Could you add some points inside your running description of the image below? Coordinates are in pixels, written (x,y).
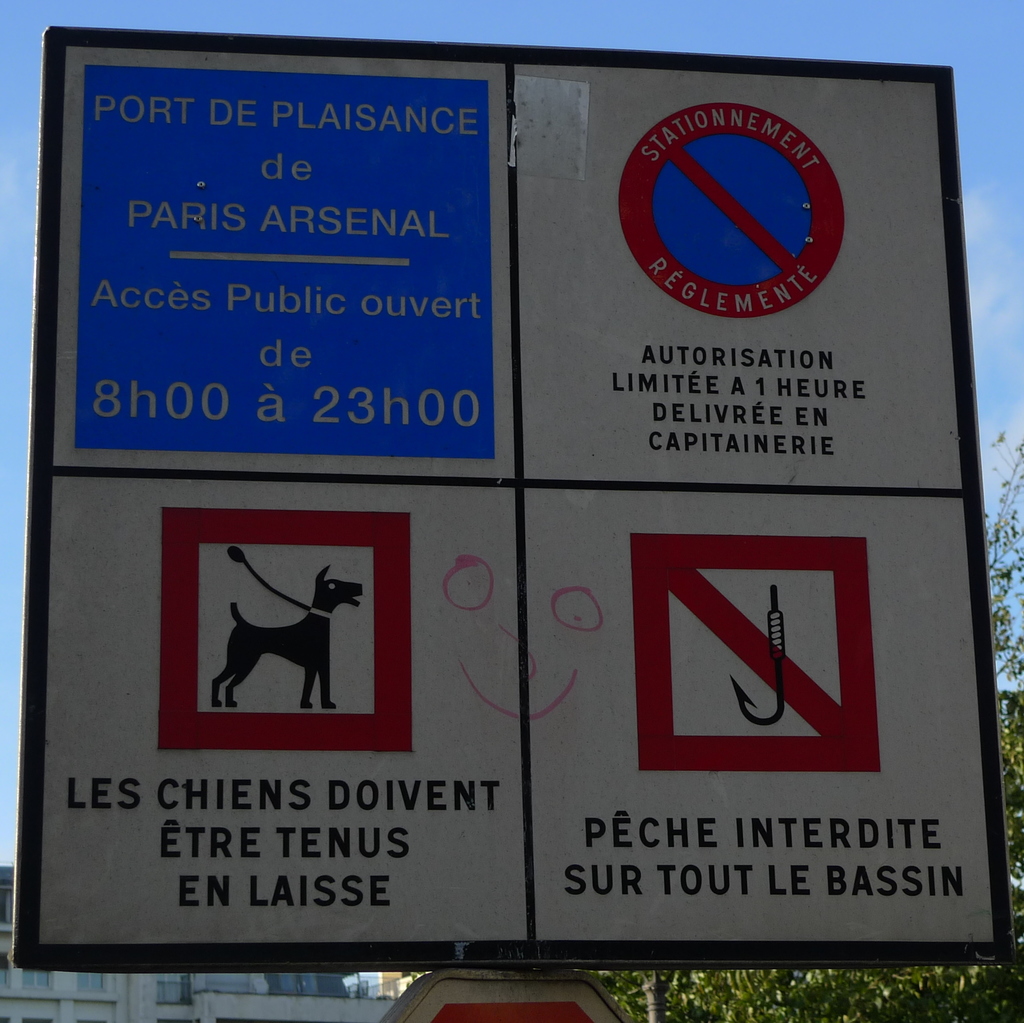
This image in the foreground (209,749) there is one board (928,525), on the board (769,753) there is some text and in the background (217,1014) there are some buildings (80,999) and trees (978,989). And at the top of the image (321,7) there is sky (11,128).
